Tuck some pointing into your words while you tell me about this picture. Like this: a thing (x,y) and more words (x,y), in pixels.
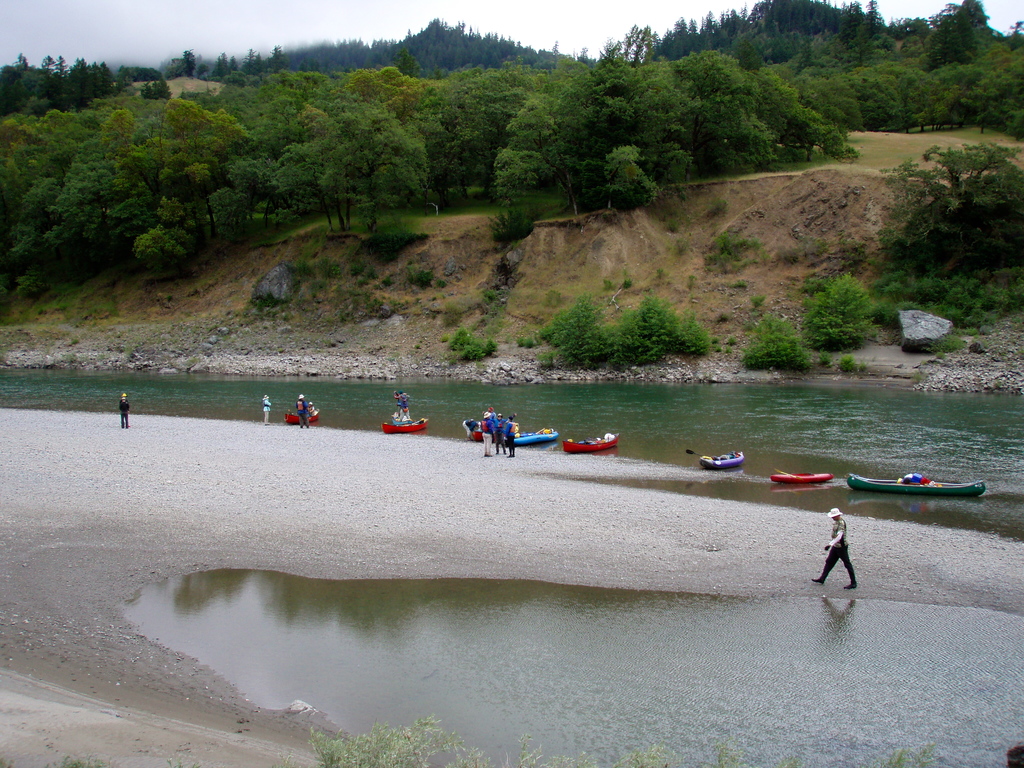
This is the picture of a lake (655,456) in which there are some boats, people (406,399) and also we can see a hill (157,300) on which there are some plants (503,234) and trees (31,166).
